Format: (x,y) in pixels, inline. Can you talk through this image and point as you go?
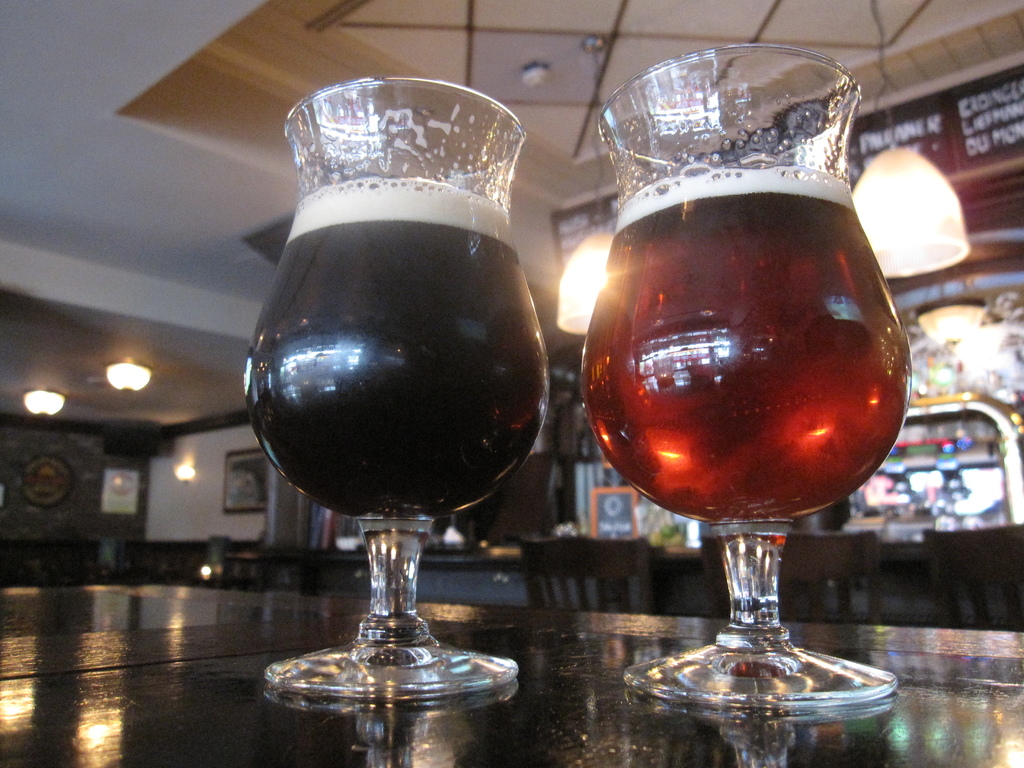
In this image, we can see glasses (688,162) on the table (588,642). There are lights (915,211) hanging from the ceiling (734,24). There are other lights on the left side of the image (41,414).
